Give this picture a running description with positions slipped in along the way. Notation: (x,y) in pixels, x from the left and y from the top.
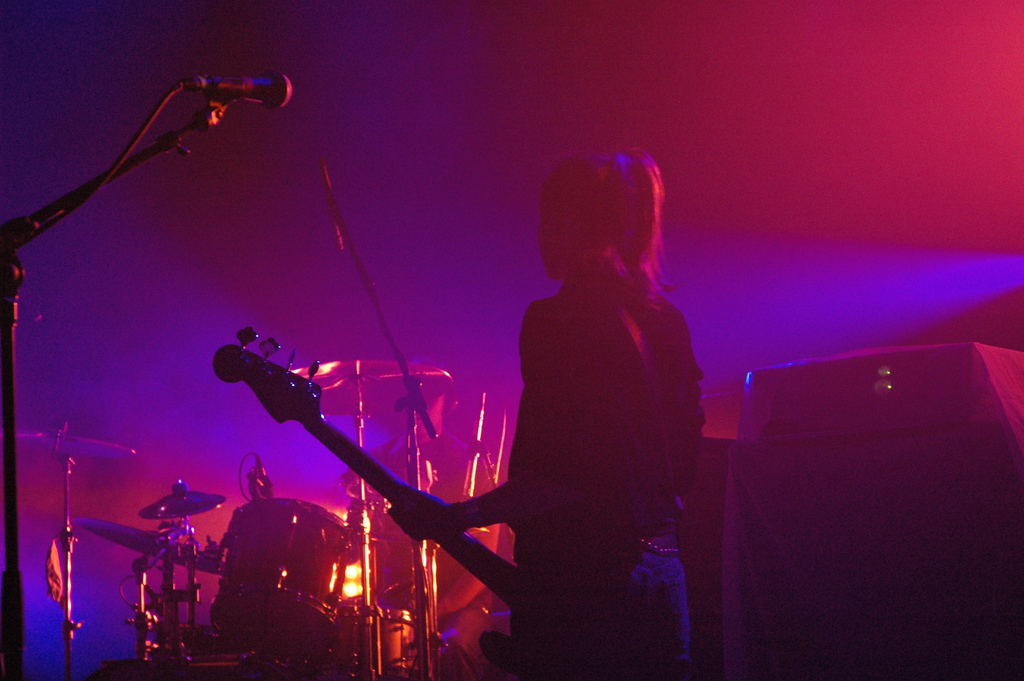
In this image I can see a person (551,534) standing and holding guitar (473,548). In front of her there is a drum set (172,561) and the mic (221,80).
